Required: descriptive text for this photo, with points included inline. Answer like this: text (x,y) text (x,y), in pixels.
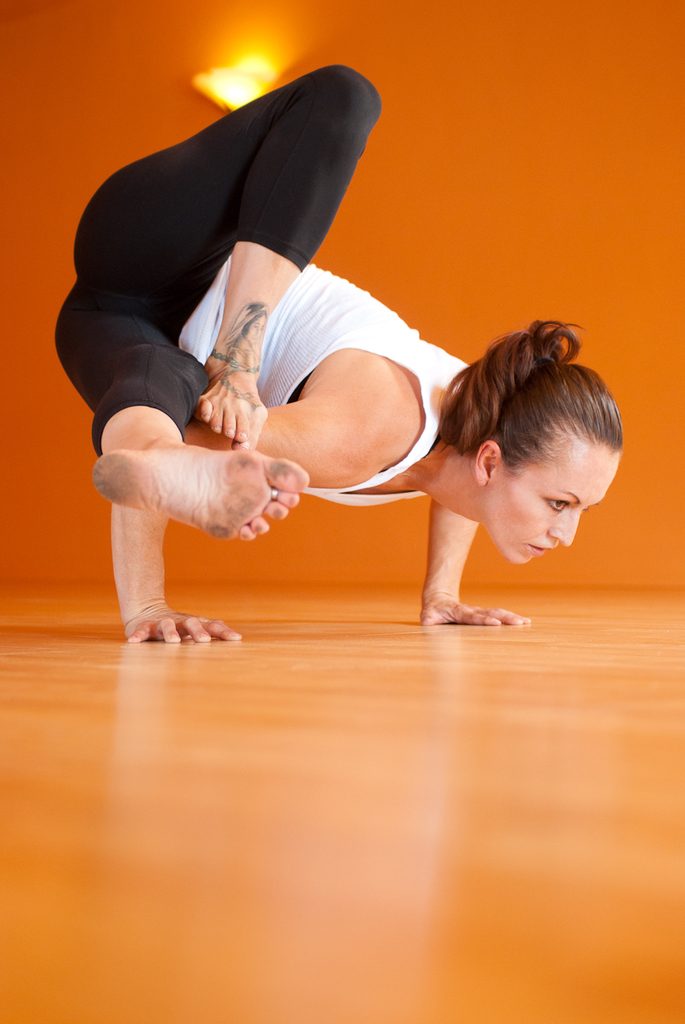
In this image there is a woman (315,392) performing a yoga Aasan.
